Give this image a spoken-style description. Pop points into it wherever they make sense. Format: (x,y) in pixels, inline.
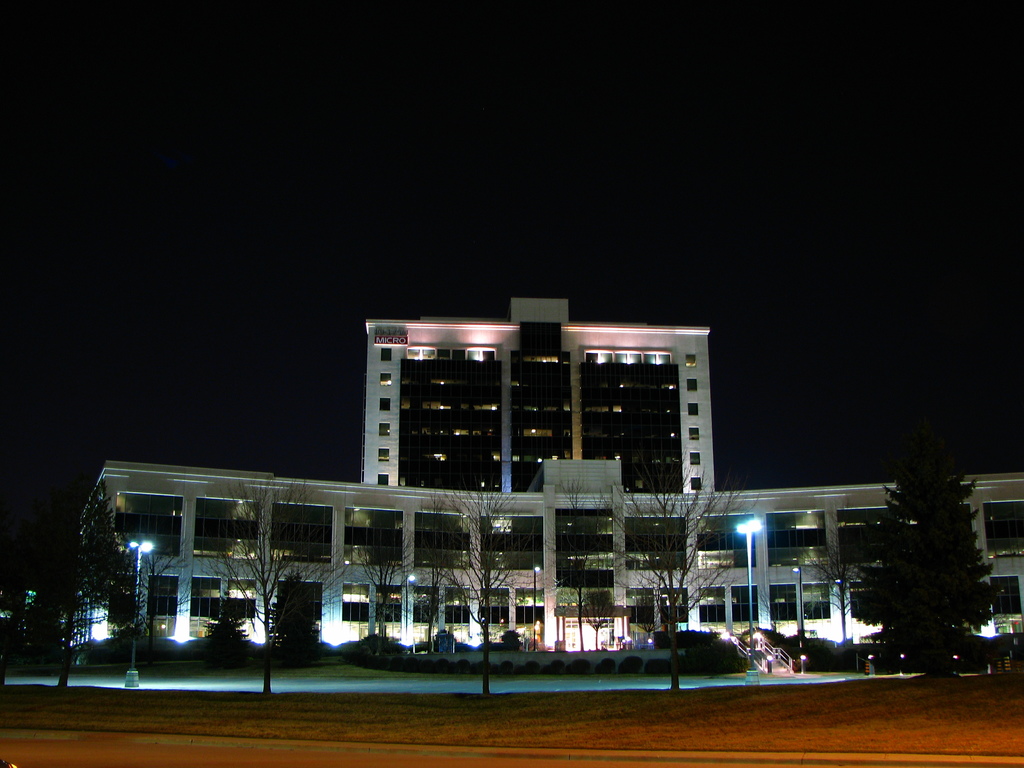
In this image we can see trees (946,562), lights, road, street lights (748,541), building (529,420) and sky (238,54).
